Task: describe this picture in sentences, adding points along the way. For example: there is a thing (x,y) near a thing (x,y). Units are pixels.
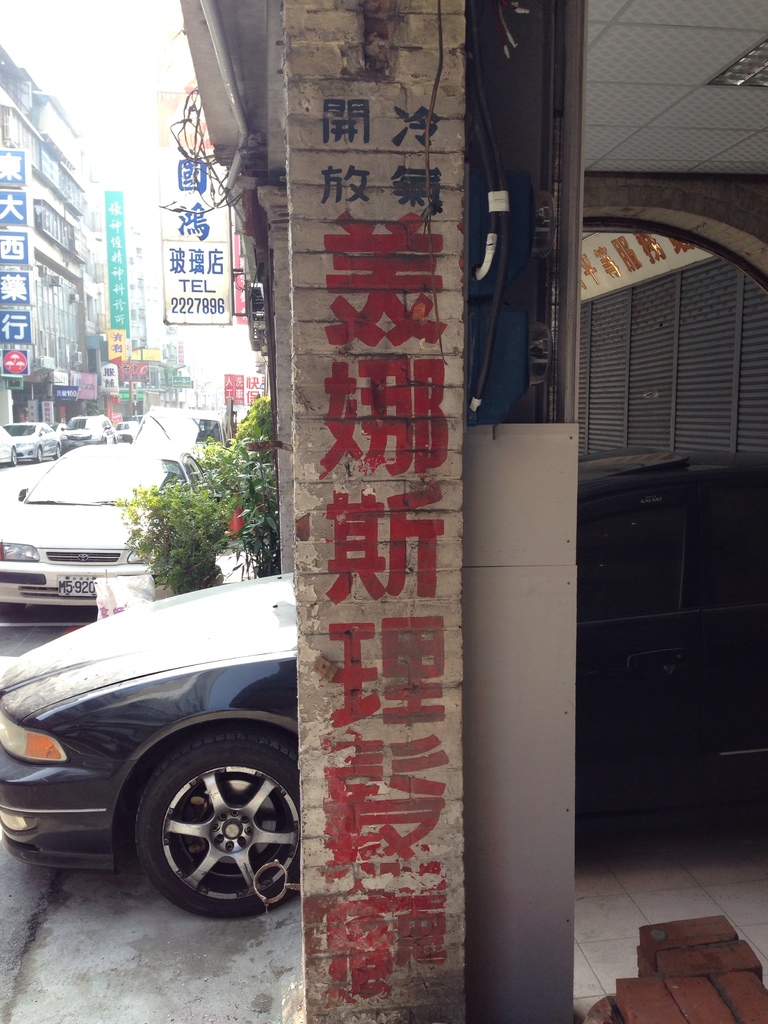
There is a wall (405,585) which has something written on it with red and blue paint (366,673) and there are few cars (83,727), buildings (86,249) and plants (201,511) on the left side (161,537).
